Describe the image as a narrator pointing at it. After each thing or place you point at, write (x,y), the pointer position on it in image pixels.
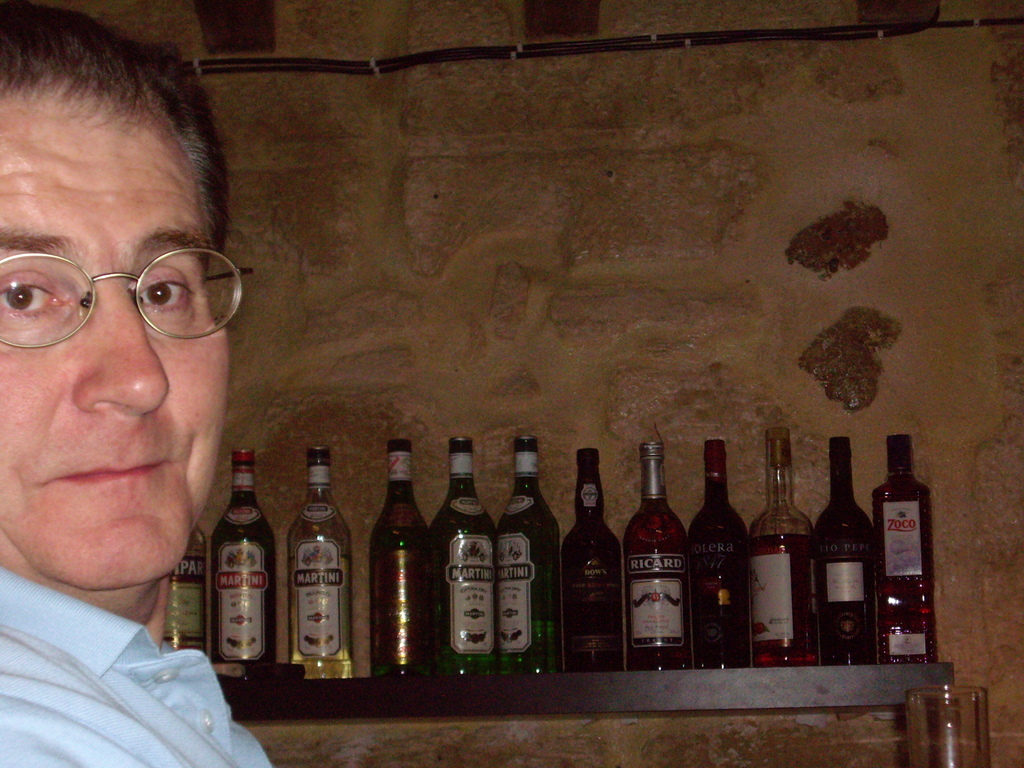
In this image, we can see a bottles (752,609) are placed on a shelf (570,683). On the left side of the image (62,577), we can see a human (136,379). He wear a glasses (203,314) and shirt (71,694). Here we can see buttons (170,679). The right side (951,723) we can saw a glass (938,717). Middle of the image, the bottles (576,554) are filled with liquid (902,580). On top of it, we can see a sticker (460,578). Here we can see a cream color wall (651,272). Brick wall (568,176). And there is a wire (516,57).
